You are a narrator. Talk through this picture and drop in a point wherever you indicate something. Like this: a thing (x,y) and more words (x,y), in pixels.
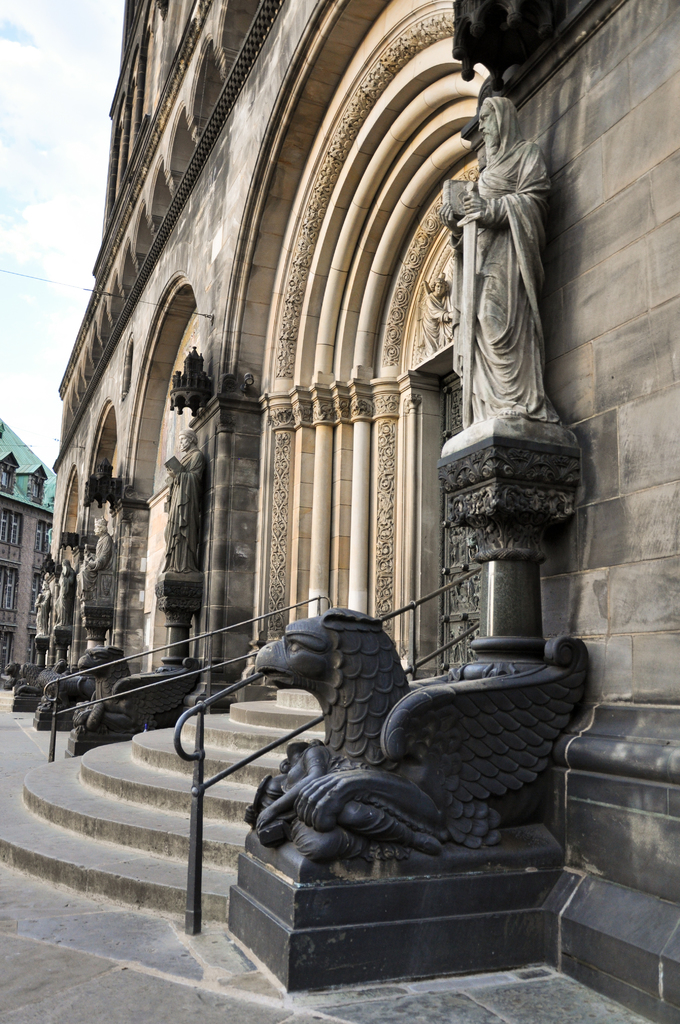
In this image there are buildings (316,429) and we can see sculptures (531,235) carved on the building (588,631). There are stairs (147,782) and we can see railings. In the background (41,61) there is sky (42,265).
